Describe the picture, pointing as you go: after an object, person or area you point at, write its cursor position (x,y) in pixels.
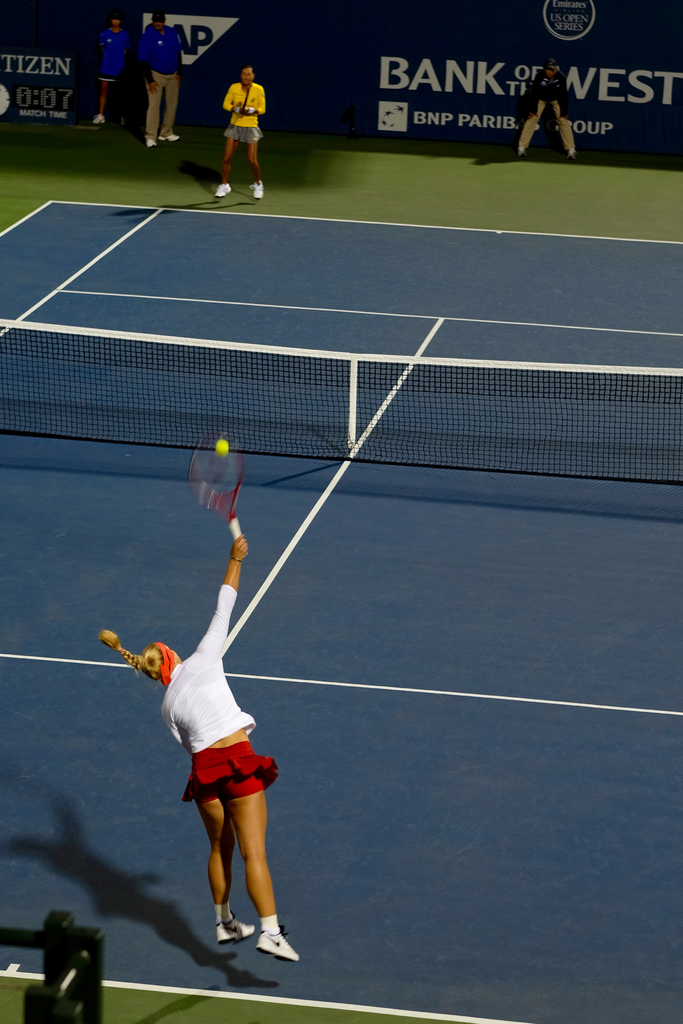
In this picture we can observe two women (227,715) playing tennis in the court (131,724). One of the woman (204,701) is wearing a white and red color dress (200,674) and other woman (240,119) is wearing yellow color dress (242,119). There are some people (169,59) standing here near the wall (329,73). We can observe the net (419,373). The court (350,298) is in blue color.
